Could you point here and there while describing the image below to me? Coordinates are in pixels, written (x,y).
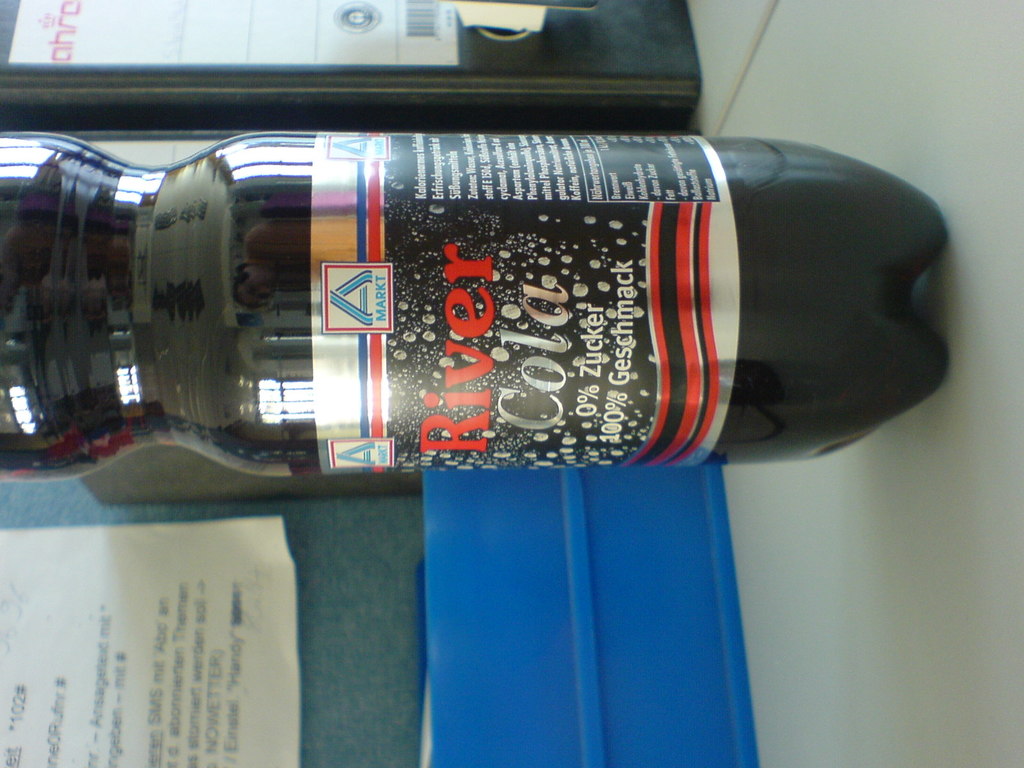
In this image there is a bottle (489,354) of drink (823,379) on the table (887,680), beside the drink (827,398) there is a blue object (514,597), behind the drink (272,352) there is a binder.
